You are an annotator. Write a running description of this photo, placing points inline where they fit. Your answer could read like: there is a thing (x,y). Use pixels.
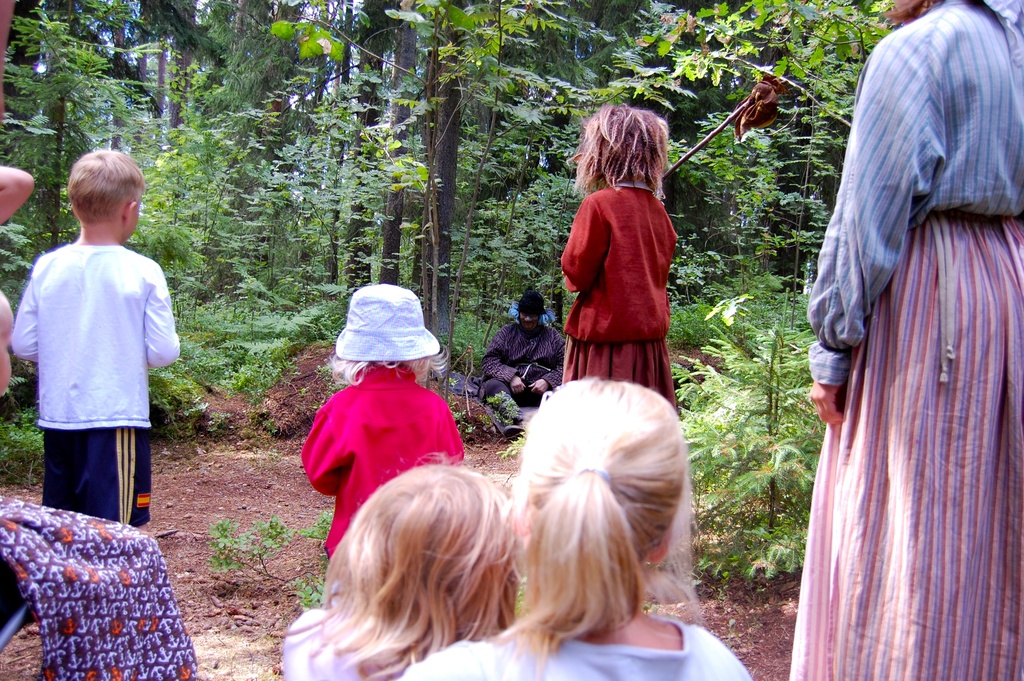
In this picture there are people (572,528) and we can see plants (18,442) and trees (468,103). In the bottom left side of the image (43,599) we can see cloth (40,635).
